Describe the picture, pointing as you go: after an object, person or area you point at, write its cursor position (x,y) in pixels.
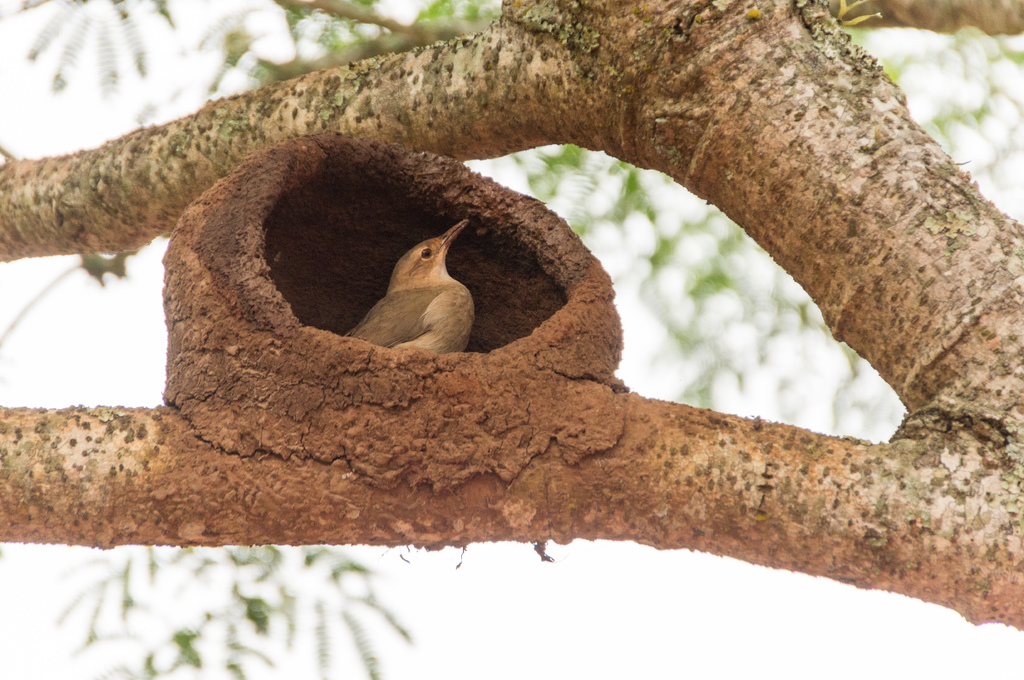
In this picture we can see branches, a bird (437,300) is present in a nest (323,218), leaves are present. In the background of the image (155,391) sky (712,628) is there.
